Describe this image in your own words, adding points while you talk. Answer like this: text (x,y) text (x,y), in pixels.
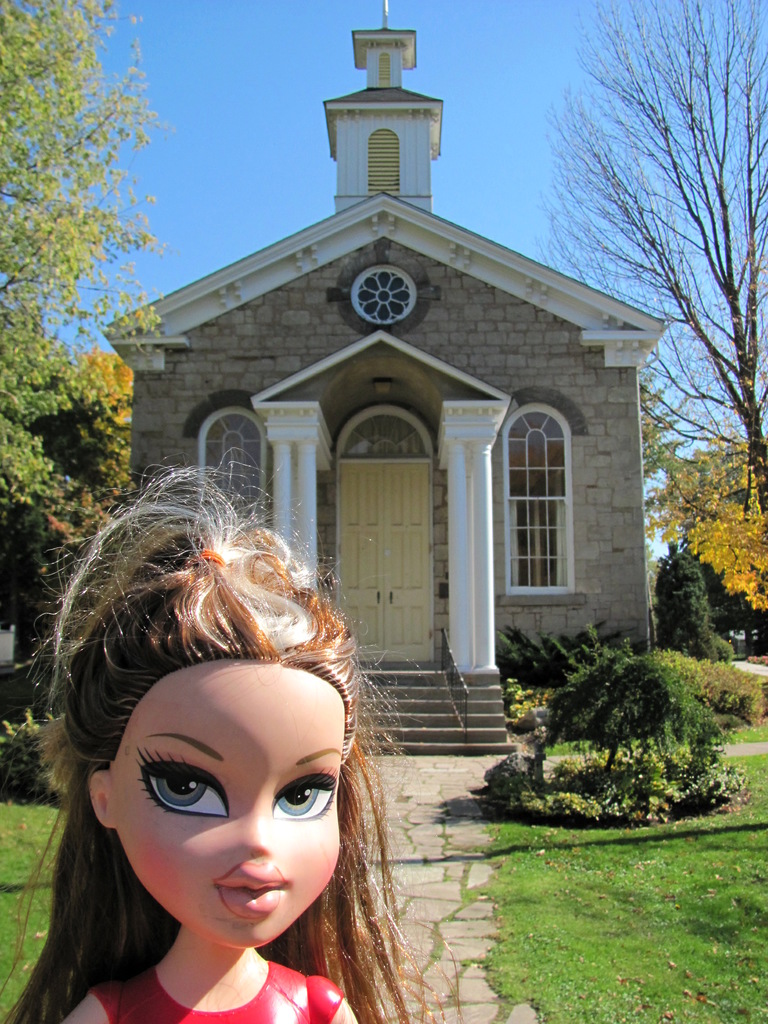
In this picture there is a doll (239,868) in the foreground (237,569). At the back (284,353) there is a building (616,439) and there are trees (728,263) and there is a staircase (459,730). At the top (244,66) there is sky (261,66). At the bottom (418,811) there is grass (759,967) and there is a pavement (431,839) and there are plants (757,710).
